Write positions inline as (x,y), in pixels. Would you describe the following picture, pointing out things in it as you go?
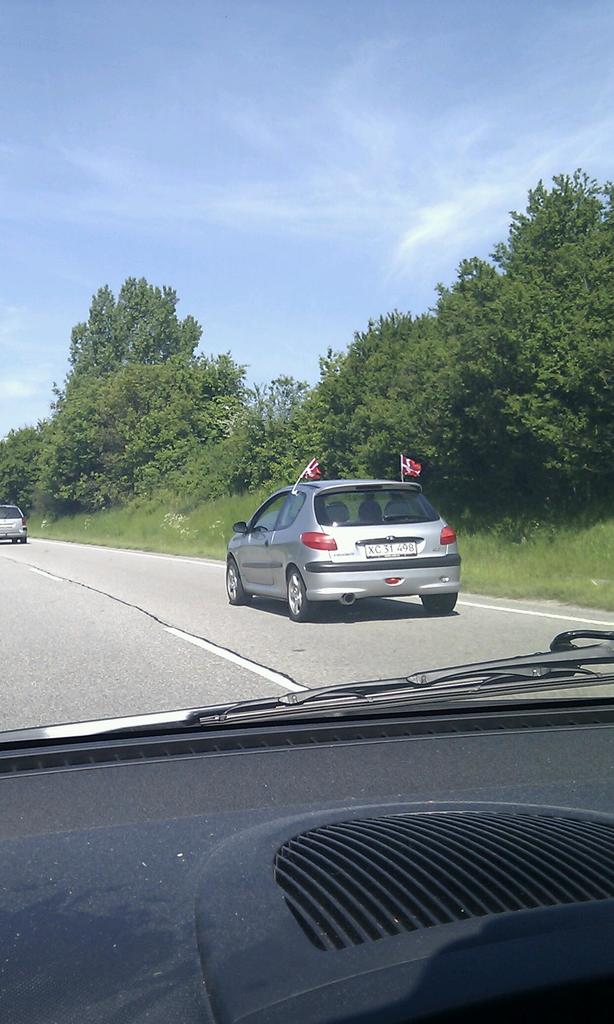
This image is taken from a car (471,851). There are cars (412,586) on the road (208,642). There are trees (321,361) at the back (151,381) and there is sky (337,80) at the top (208,89).
